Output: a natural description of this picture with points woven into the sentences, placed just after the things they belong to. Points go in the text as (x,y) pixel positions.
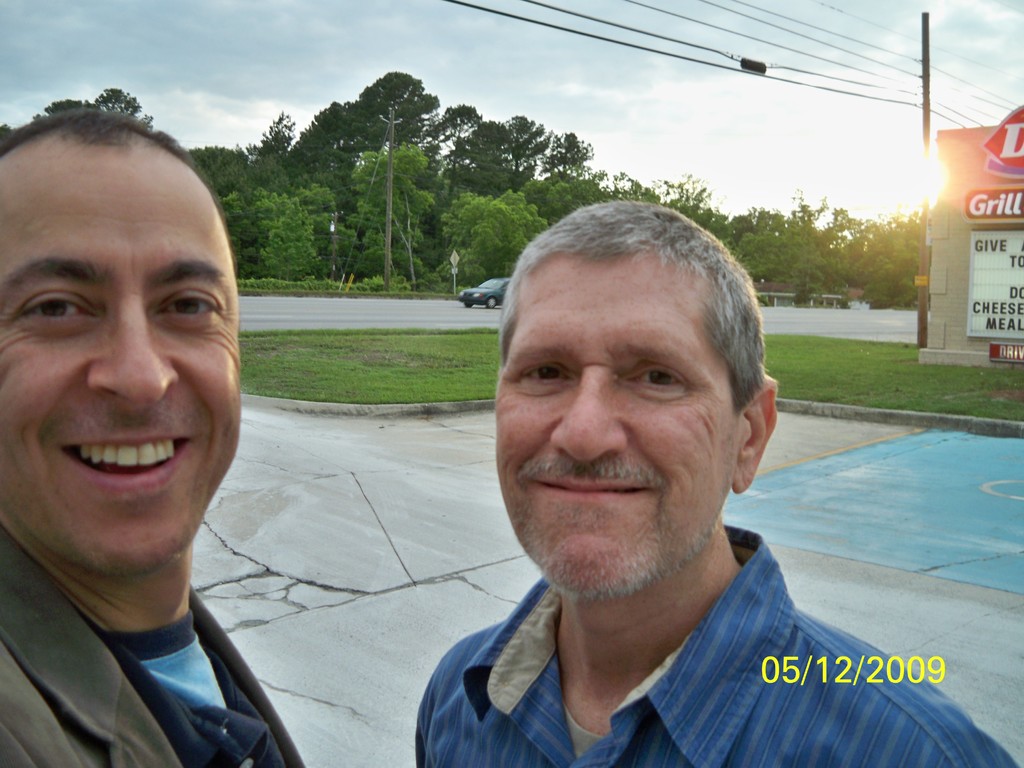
In this image, we can see people (526,414) standing and smiling and in the background (414,192), there are trees (404,172), poles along with wires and there is a vehicle (478,299) on the road (343,325) and we can see a shed (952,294). At the top (239,35), there are clouds (276,39) in the sky (449,65) and at the bottom (842,556), there is road (888,601).
